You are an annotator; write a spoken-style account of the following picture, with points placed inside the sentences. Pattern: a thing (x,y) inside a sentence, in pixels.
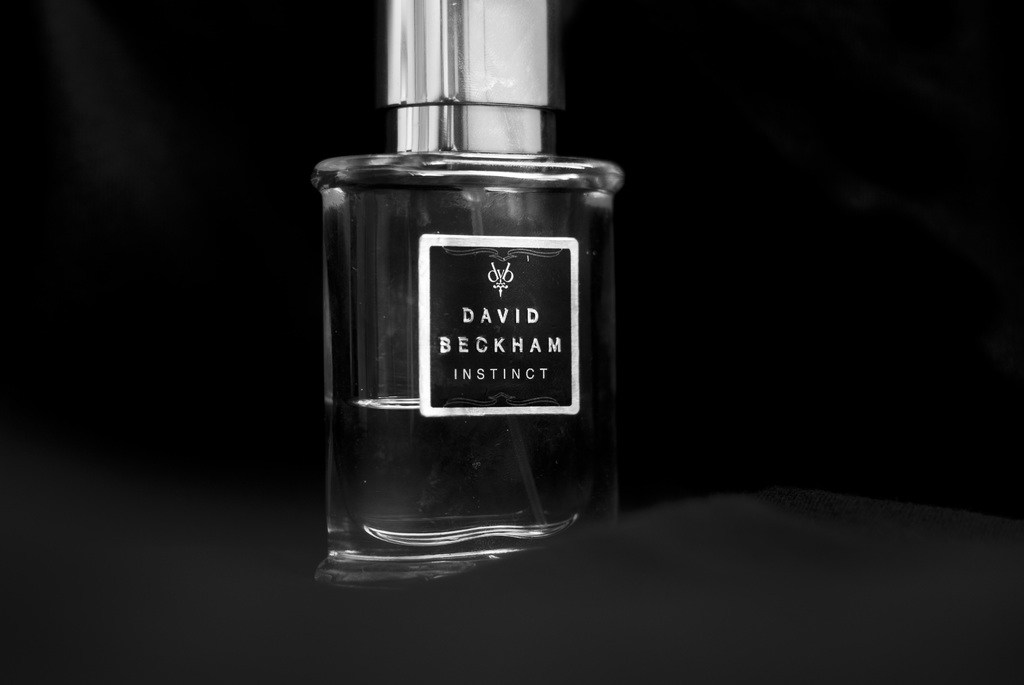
In this picture there is a perfume bottle (513,325) which has David Beckham written on it and the background (738,292) is in black color.
